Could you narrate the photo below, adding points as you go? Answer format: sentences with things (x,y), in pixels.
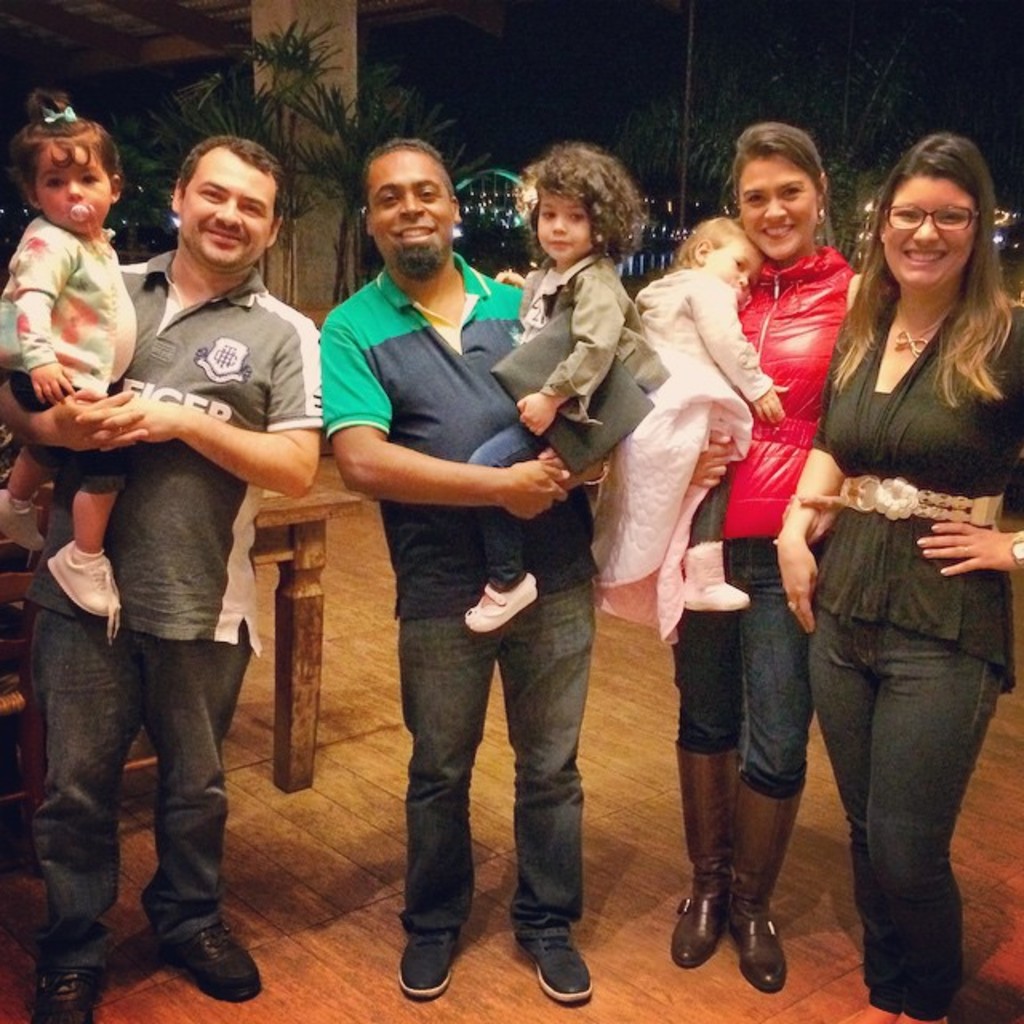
In this picture, we see two men (385,390) and two women (824,292) are standing. All of them are smiling and they are posing for the photo. Three of them are holding the children (35,273) in their hands (571,476). Behind them, we see a wooden table (307,551). In the background (340,255), we see a pillar (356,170), trees (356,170), lights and the poles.
